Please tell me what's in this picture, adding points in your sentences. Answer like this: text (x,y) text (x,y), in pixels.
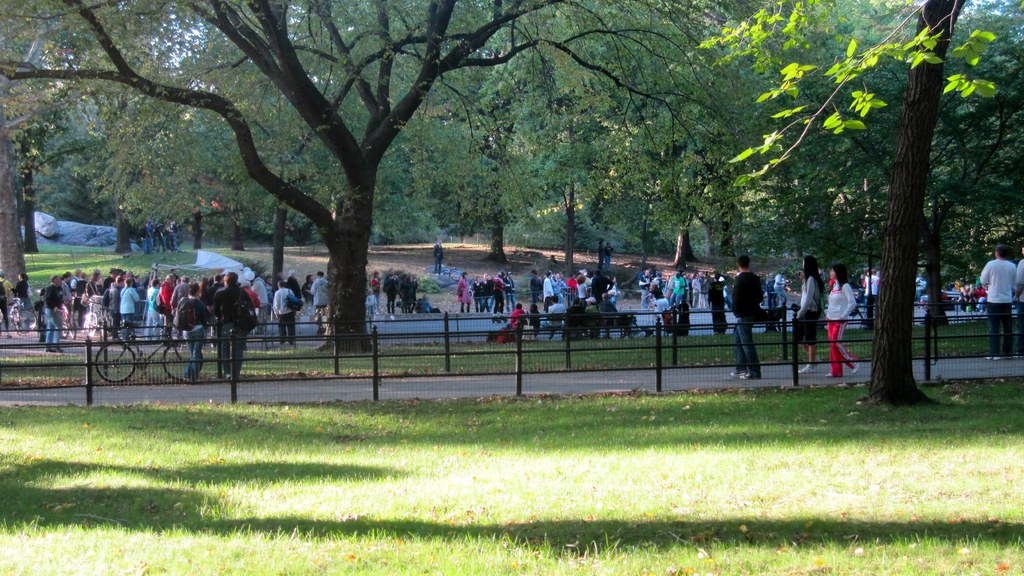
At the bottom of the image (491,465) we can see grass (621,437), in the background (405,329) we can find fence (241,356), few trees (458,201) and group of people (198,353), on the left side of the image (151,354) we can see a bicycle (148,357).
